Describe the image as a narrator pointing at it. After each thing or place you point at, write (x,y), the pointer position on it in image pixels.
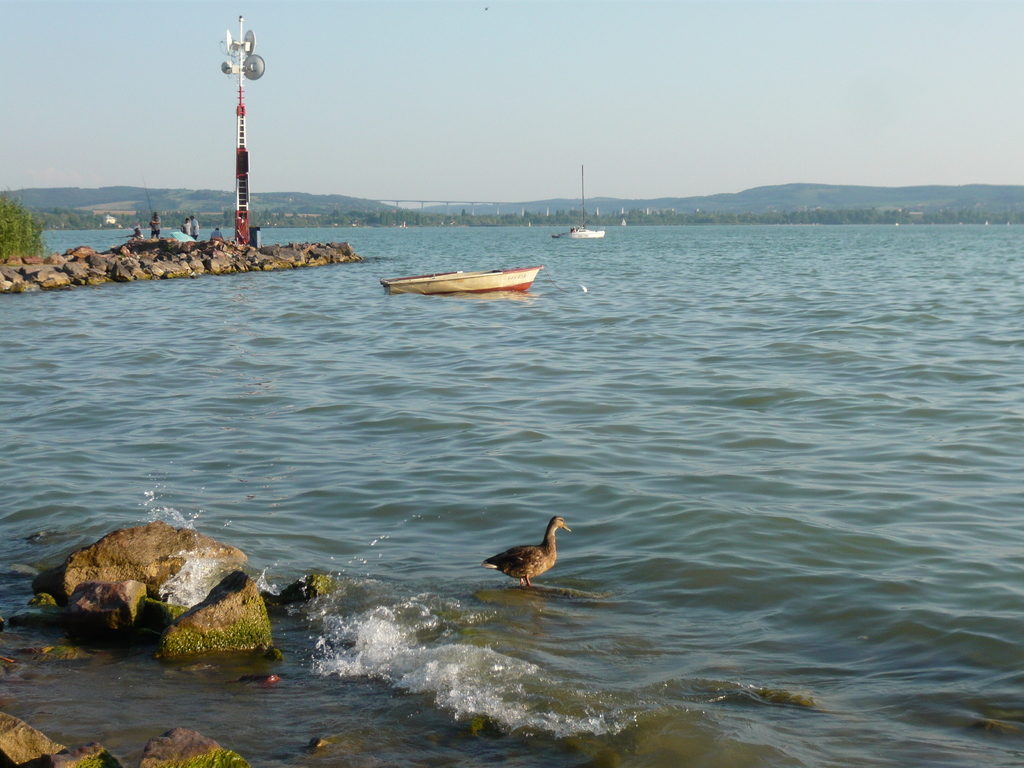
In this picture I can see there are few rocks (128,537) on to left (200,250) and there is a tower (261,61) here, there are few people (217,235) on the rocks (231,258) and there are few other boats (486,277) sailing on the water (669,552) and there is a duck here and in the backdrop (795,190) there is a bridge (515,202), there are mountains (164,208) and the sky (589,97) is clear.
